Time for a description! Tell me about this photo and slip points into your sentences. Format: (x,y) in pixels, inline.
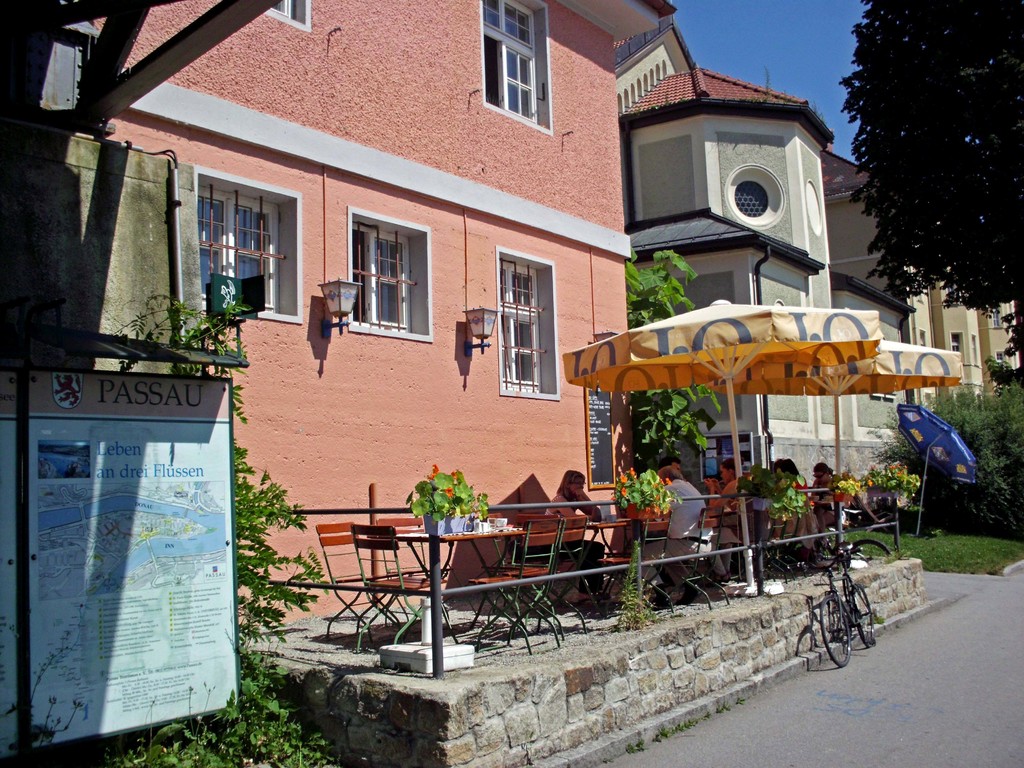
In this image we can see some houses (505,360) with roof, windows (503,374) and street lamps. We can also see a group of people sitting under a tent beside a fence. We can also see some chairs (533,520), tables (503,531) and plants (451,509) with flowers (448,493) in the pots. On the left side (230,489) we can see a board (125,722) with some text (173,696). On the right side (836,618) we can see a bicycle (817,563) parked aside, some grass (947,567), an outdoor umbrella (924,475), plants (925,526), a tree (960,293) and the sky (792,84).
